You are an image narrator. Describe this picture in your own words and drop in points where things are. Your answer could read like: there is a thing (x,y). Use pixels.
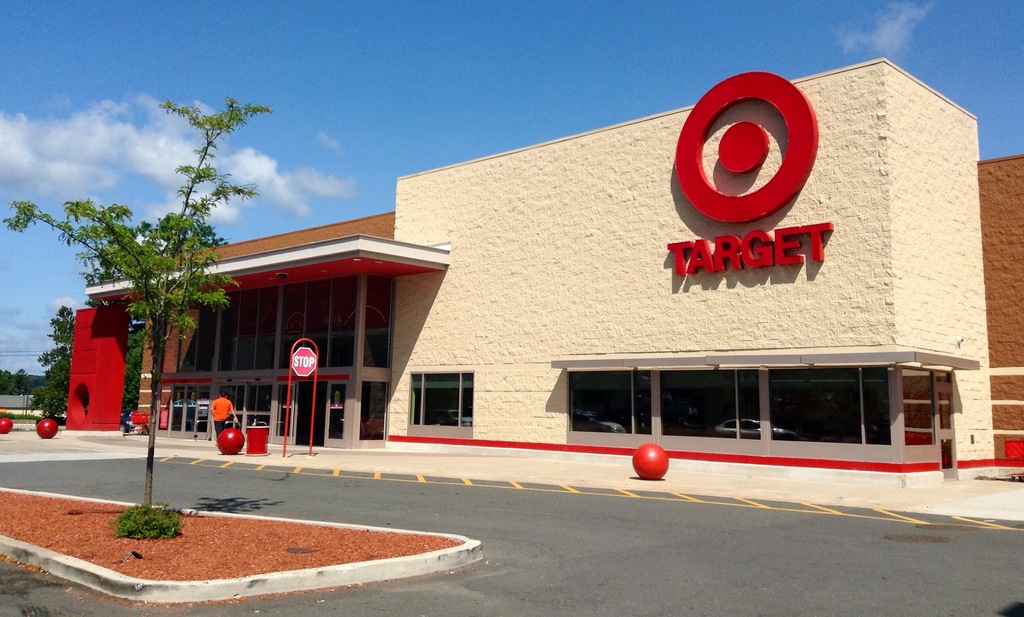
In this image I can see the road (659,570), a tree (224,115) which is green in color, few red colored objects (641,463) on the ground (214,458), a person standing and a huge building (318,352) which is cream, red and brown in color. In the background (272,37) I can see few trees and the sky (254,140).
